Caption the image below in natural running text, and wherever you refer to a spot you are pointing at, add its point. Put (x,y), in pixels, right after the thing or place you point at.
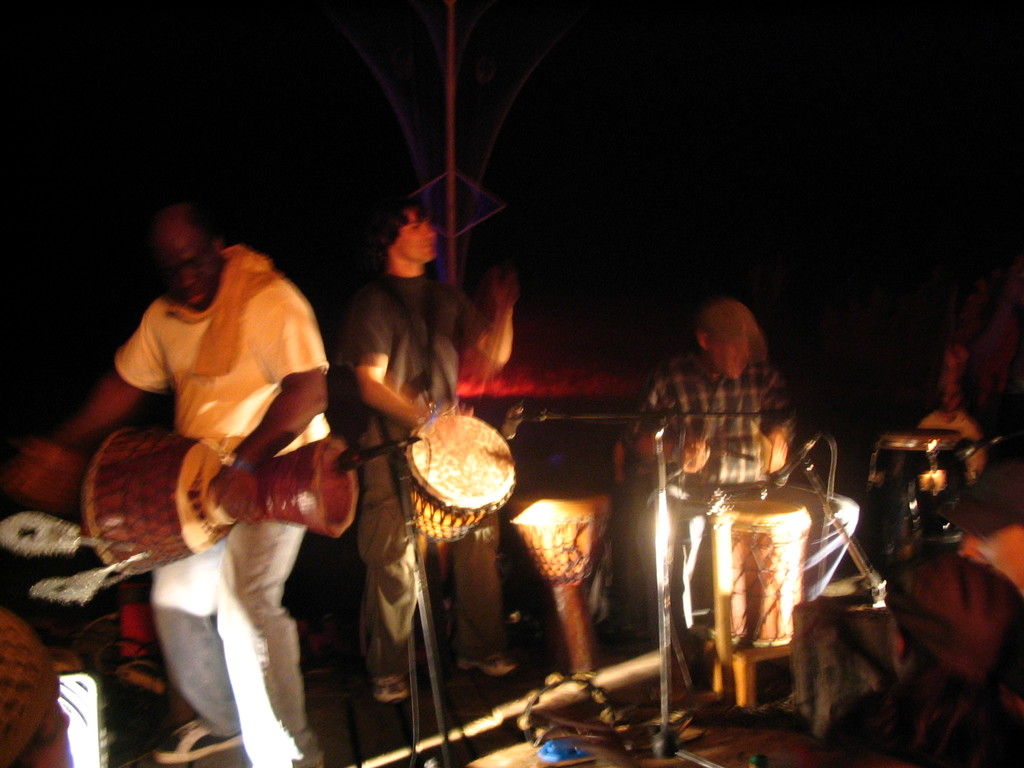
There are few people (219,410) playing the musical instruments (470,485). There is a man (721,444) with checked shirt (721,444) is sitting and playing a drum (733,513). And there are two men (308,365) standing and playing the drums (441,473).
